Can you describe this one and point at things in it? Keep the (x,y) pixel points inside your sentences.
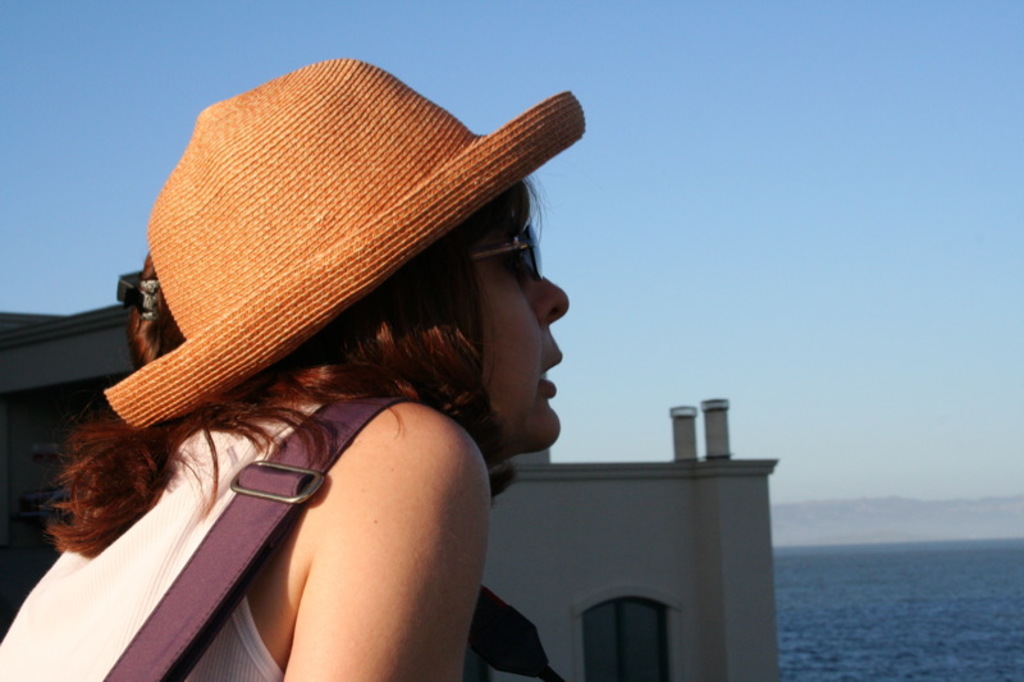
In this image there is a person (538,279) with a hat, and in the background (519,483) there is a building (768,633), water (860,578), hill (898,510), sky (665,154).
